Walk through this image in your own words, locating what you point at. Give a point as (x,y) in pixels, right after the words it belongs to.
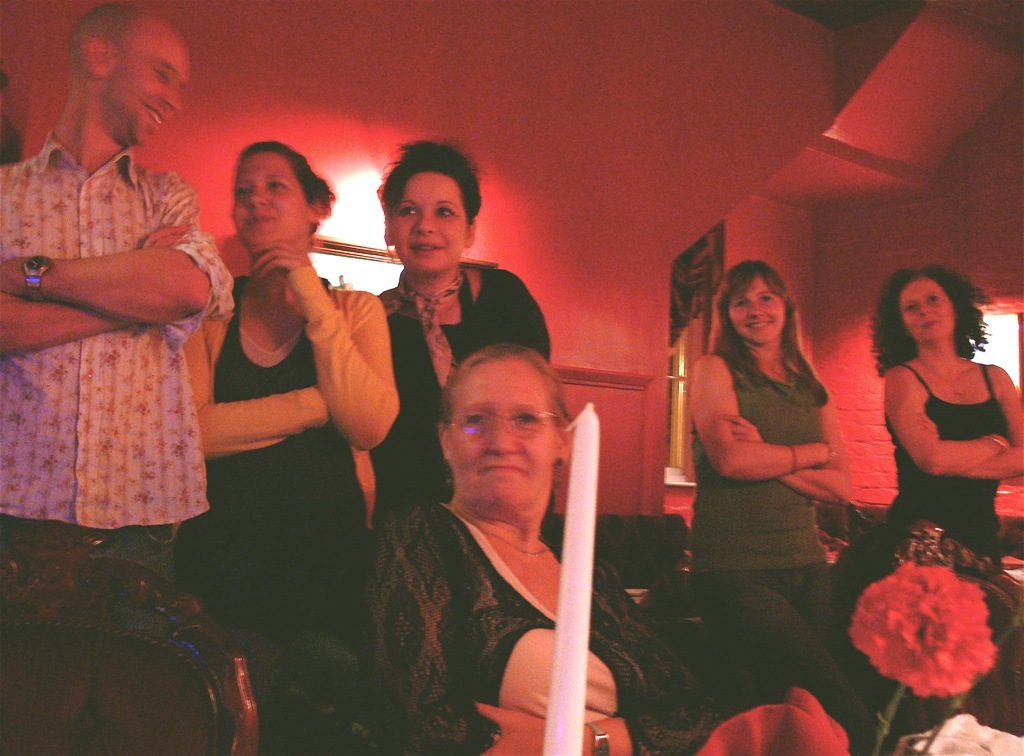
In this image I can see group of people (360,513) standing. In front (452,548) I can see the candle (575,542) and I can see the person (534,535) sitting, few flowers (954,686) in white and red color. In the background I can see few lights (350,200).
